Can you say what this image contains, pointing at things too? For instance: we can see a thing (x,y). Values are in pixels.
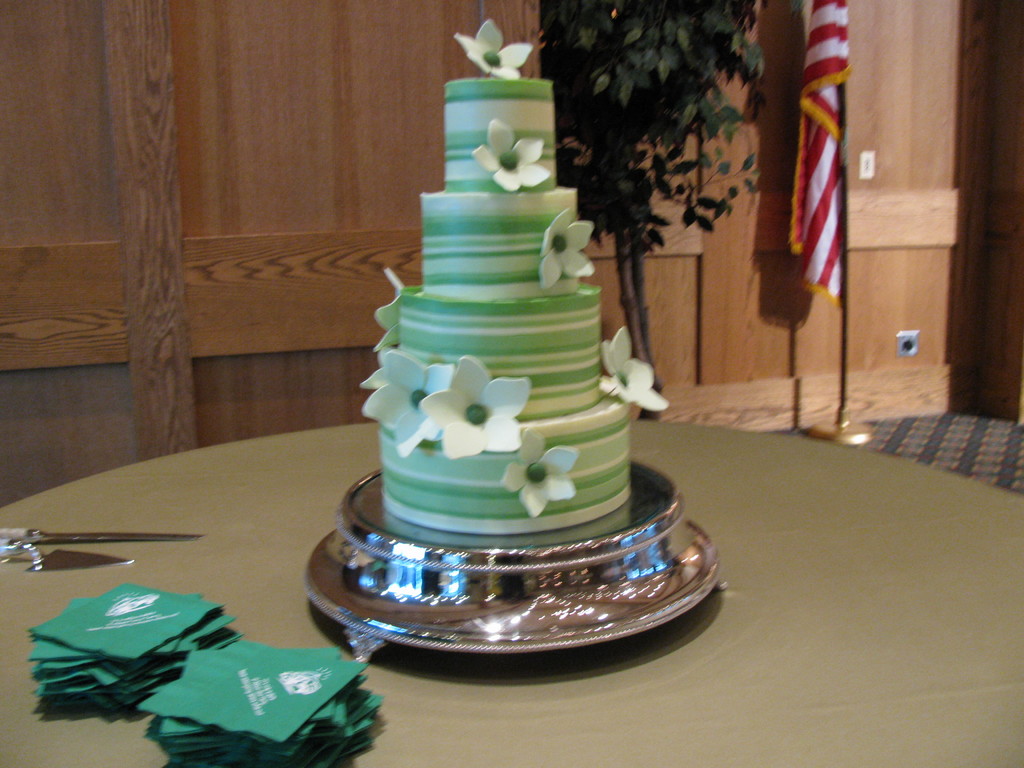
In this image I can see a cake (409,391), a knife (56,535) and other objects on a table (149,498). In the background (740,145) I can see a flag (819,164) and a wall (221,240).
